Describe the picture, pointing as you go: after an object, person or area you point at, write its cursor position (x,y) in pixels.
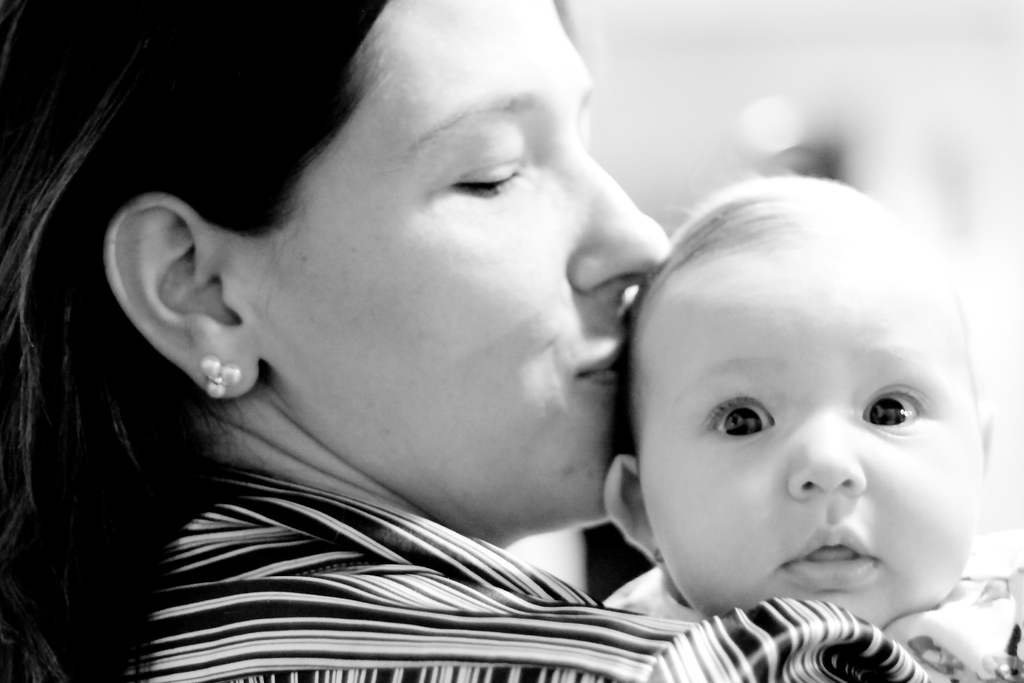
In this picture we can see a woman (495,311) kissing a child (676,270).
